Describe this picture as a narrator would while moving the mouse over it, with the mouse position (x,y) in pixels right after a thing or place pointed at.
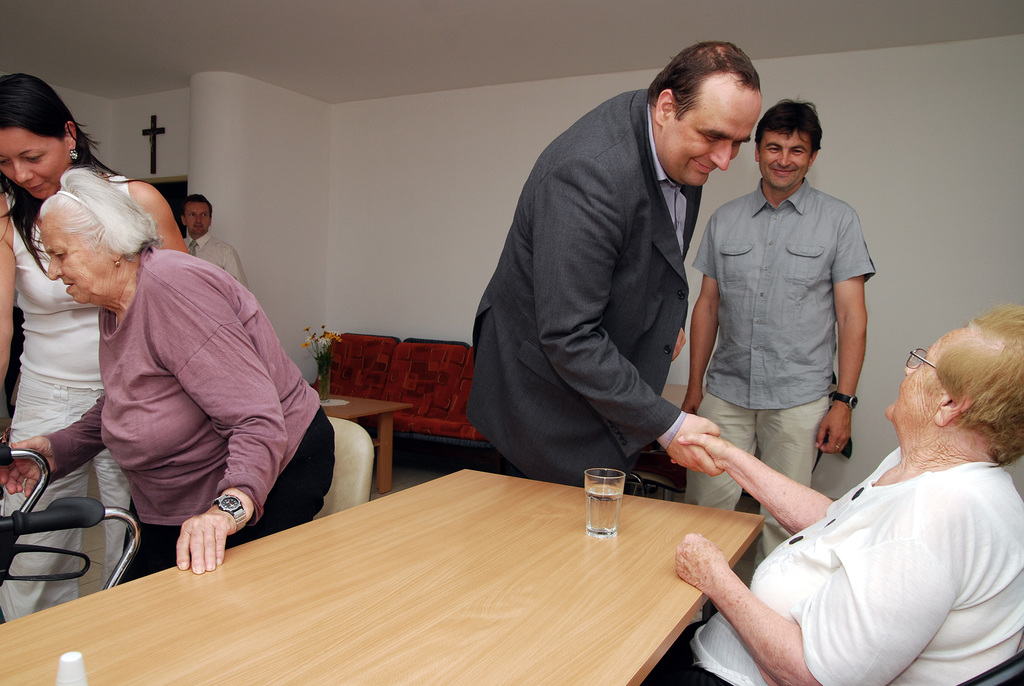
This image is clicked in a room (256,201). There are six people (737,249) in this image. In the front (503,616), there is a table (465,620) on which a water glass (607,516) is kept. To the right (874,520), the woman (924,568) is sitting in a chair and wearing a white shirt (905,588). In the middle (611,311), the man (601,298) is wearing suit (580,292) and smiling. In the background (392,378), there is a sofa (411,385) along with table (393,405).
